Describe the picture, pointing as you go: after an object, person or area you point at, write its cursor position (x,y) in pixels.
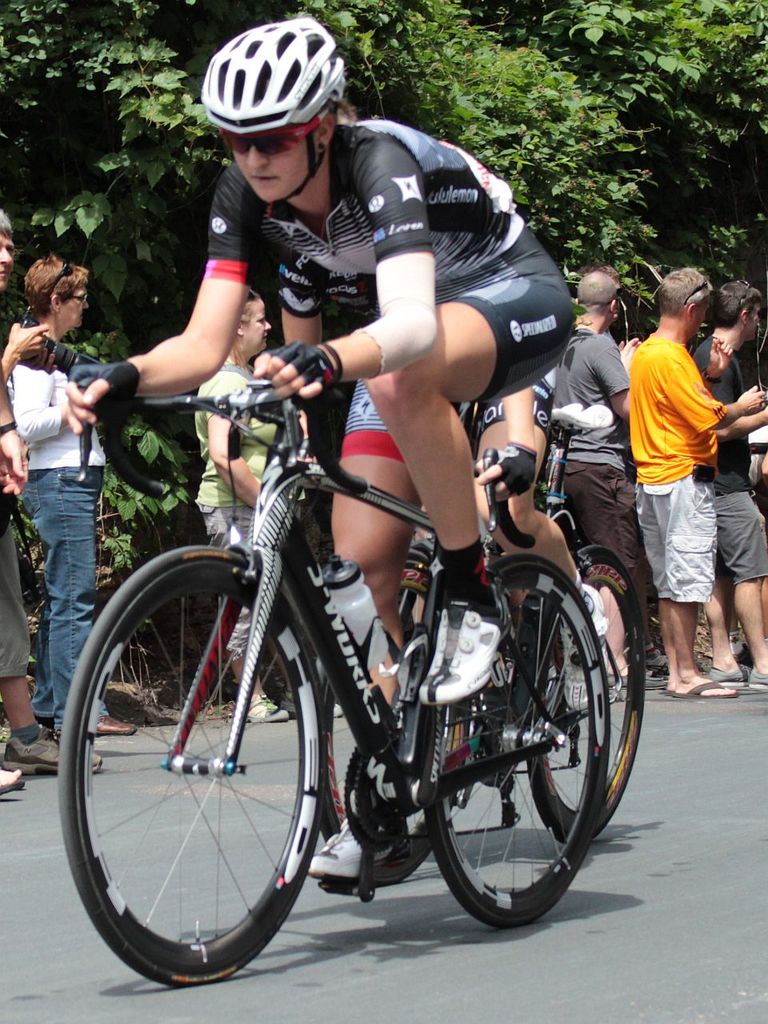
In this image we can see a person (339,239) wearing helmet (274,77), goggles (260,142) and gloves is riding a cycle (380,833). Behind the person (418,305) there is another person (527,426) riding a cycle (613,584). In the back (30,473) there are many people (700,358). Also there are trees (112,66).
